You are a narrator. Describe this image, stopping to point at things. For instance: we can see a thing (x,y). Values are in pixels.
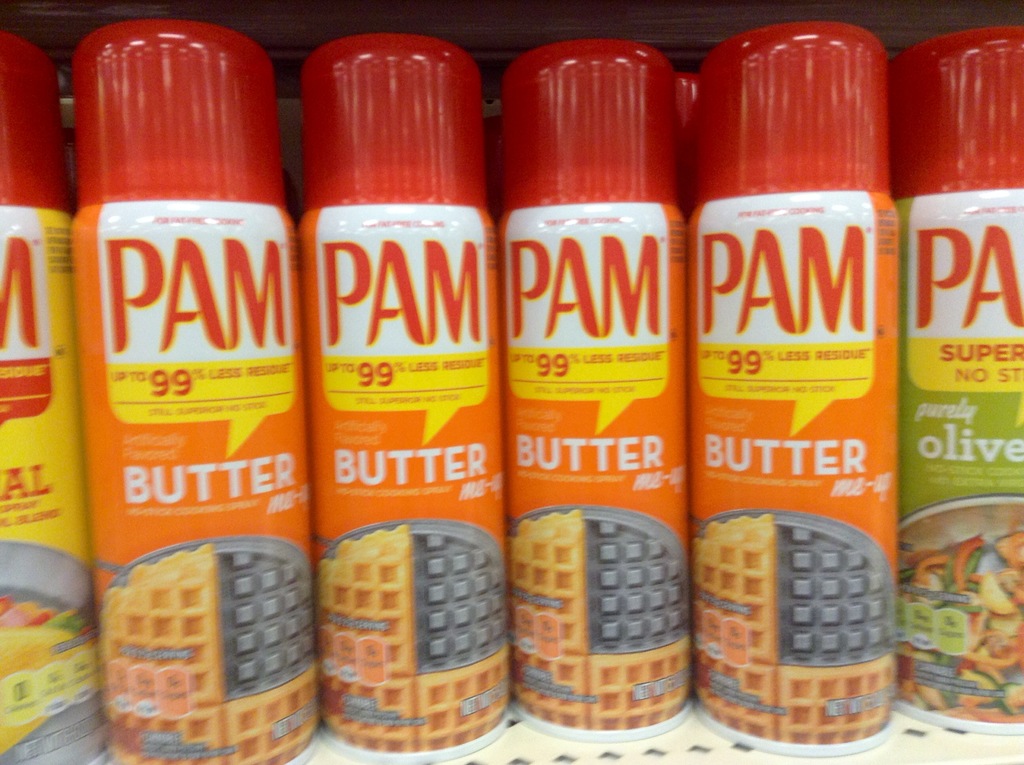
In this image there are few bottles (437,561) arranged in a rack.
